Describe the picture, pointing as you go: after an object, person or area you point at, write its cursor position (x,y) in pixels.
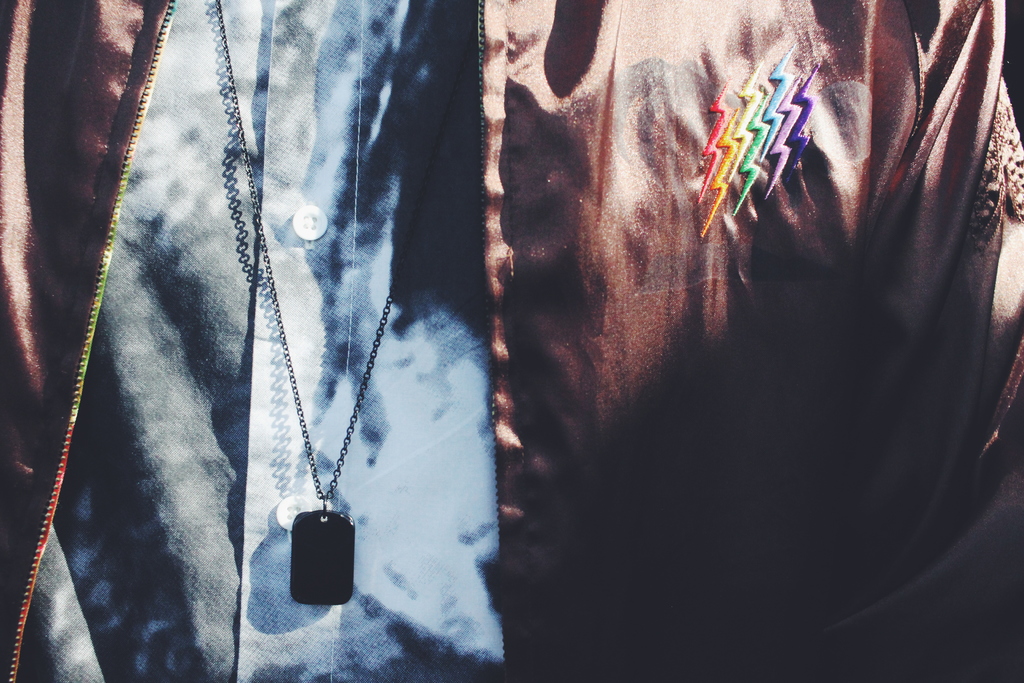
In this image we can see a person (536,443) wearing a jacket (569,41), shirt (449,398) and black color chain (217,3).
